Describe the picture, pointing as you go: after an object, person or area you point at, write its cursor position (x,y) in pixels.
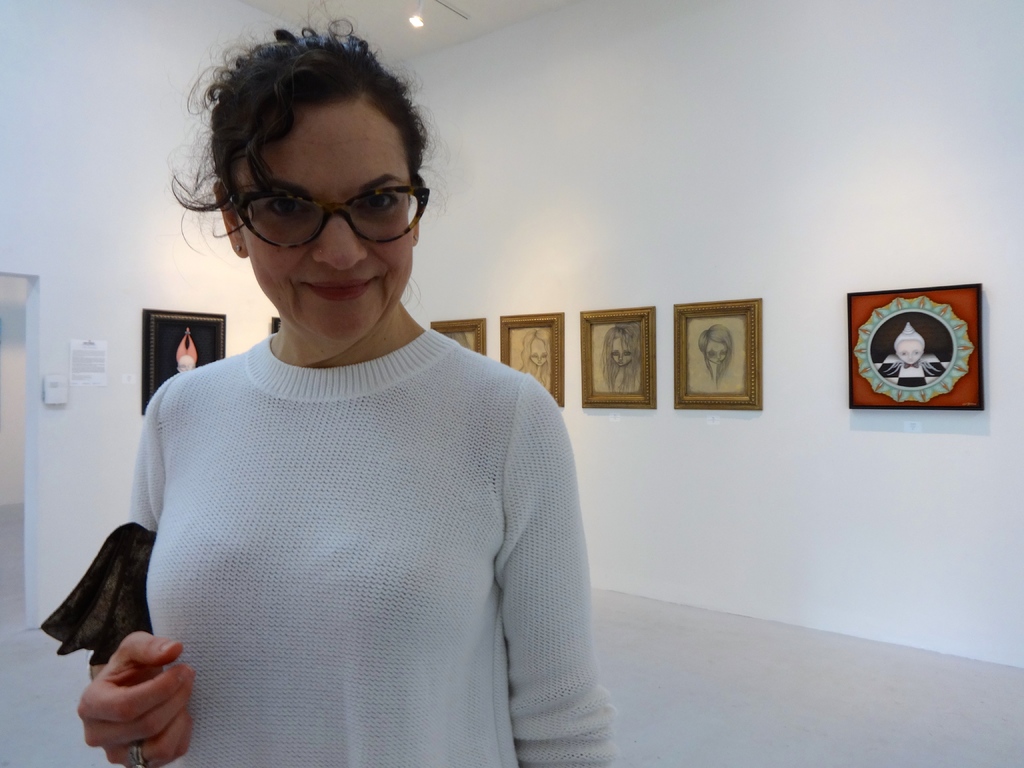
In this image in the foreground (236,409) there is one woman (364,320) standing, and she is holding some bag (135,615). In the background (942,354) there are some photo frames (691,340) on the wall (427,322), at the bottom (665,670) there is floor (704,673). On the left side (101,363) there is one poster (78,385) and some object (53,399) on the wall (125,379).
